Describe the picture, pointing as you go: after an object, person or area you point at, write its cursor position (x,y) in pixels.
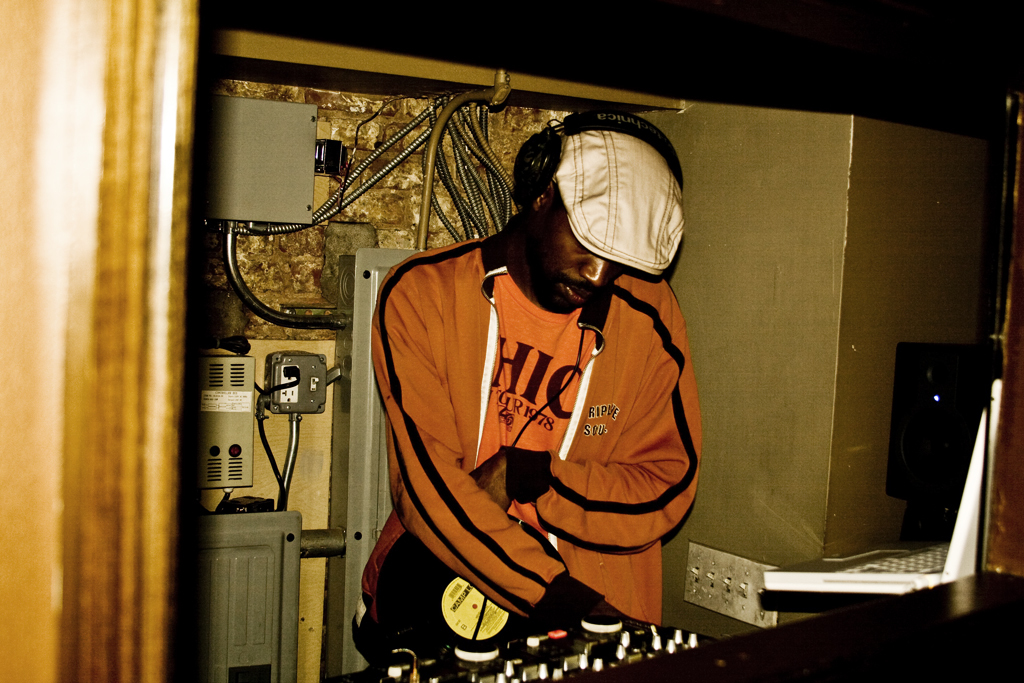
In this image I can see a person (621,365) standing and facing towards the down. I can see he is wearing a cap (599,150) and headphones (542,179). Behind him I can see some electronic devices (956,381). In front of him I can see a music system (624,648).
